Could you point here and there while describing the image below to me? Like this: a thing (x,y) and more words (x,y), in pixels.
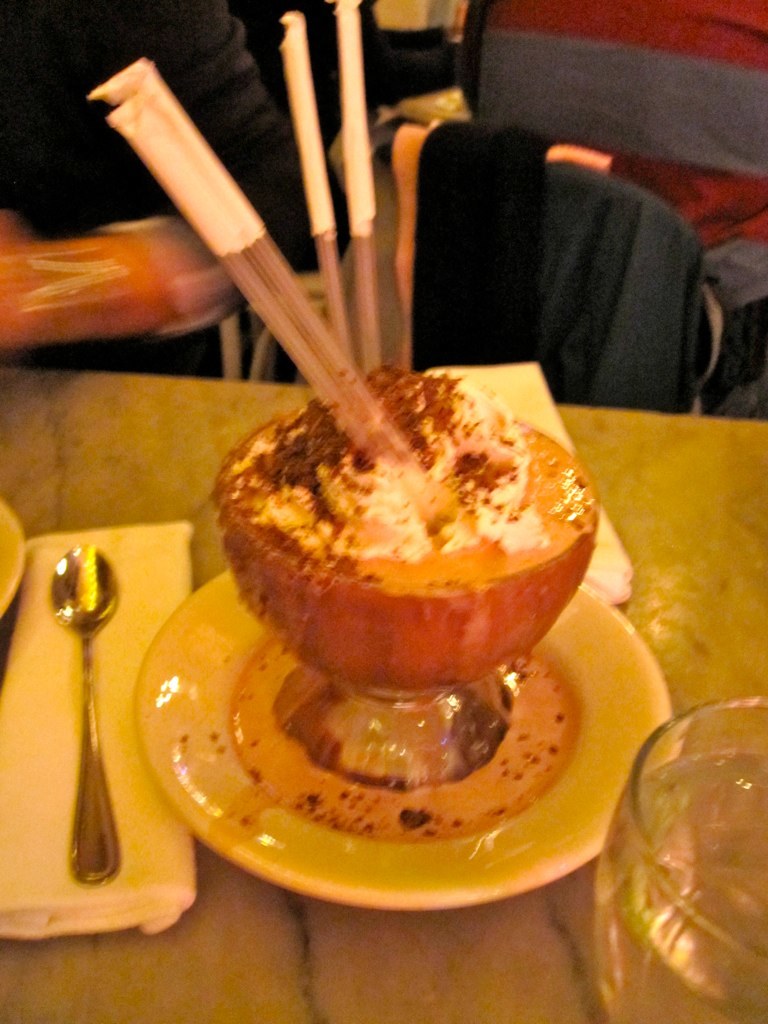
In this image we can see a plate (360,848), spoon (91,593) and a bowl (430,584) of ice cream (402,530) on the table (469,925).
